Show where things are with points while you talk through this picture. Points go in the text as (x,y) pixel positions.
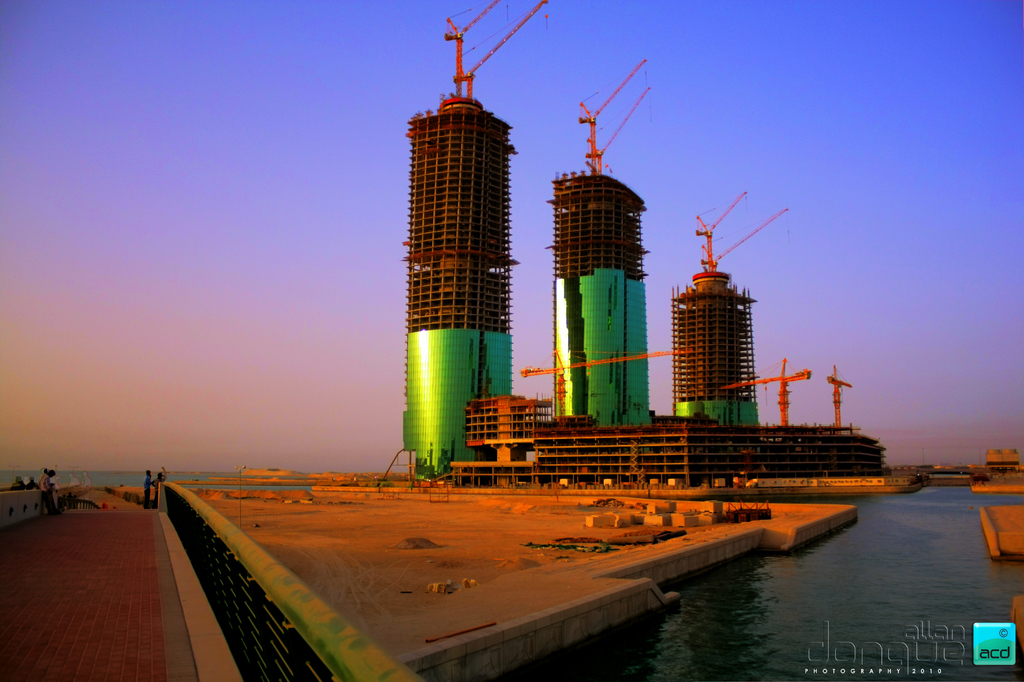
In this image I can see under constructed buildings (625,383), in front of the buildings (514,453) I can see the lake (801,594) and on the left side (28,545) I can see a bridge (245,556), on the bridge (92,545) I can see persons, at the top (258,136) I can see the sky (873,117).
